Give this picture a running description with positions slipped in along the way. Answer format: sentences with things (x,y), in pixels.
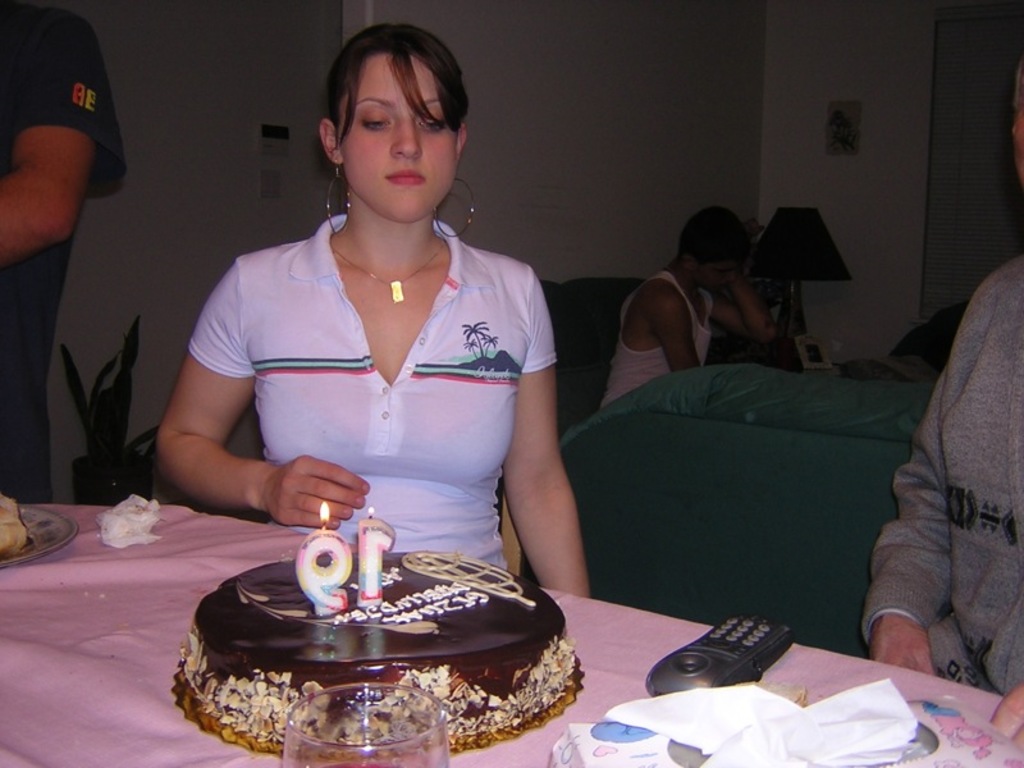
The woman (414,207) in the middle of the picture (482,478) wearing white t-shirt (291,410) is sitting on the chair (510,529) near the table (112,730). At the bottom of the picture (84,569), we see a table (8,583) which is covered with pink color cloth (117,678). On the table (97,722), we see remote control (655,679), glass (311,763), cake (254,695), tissue papers (654,707), plate (77,529) and box (637,747). Behind her, we see one person (693,267) sitting on the sofa (714,409). Beside the person (750,318), we see a lamp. Behind her, we see a white wall (108,312) and the flower pot (124,410). This picture is clicked inside the room (238,3).
